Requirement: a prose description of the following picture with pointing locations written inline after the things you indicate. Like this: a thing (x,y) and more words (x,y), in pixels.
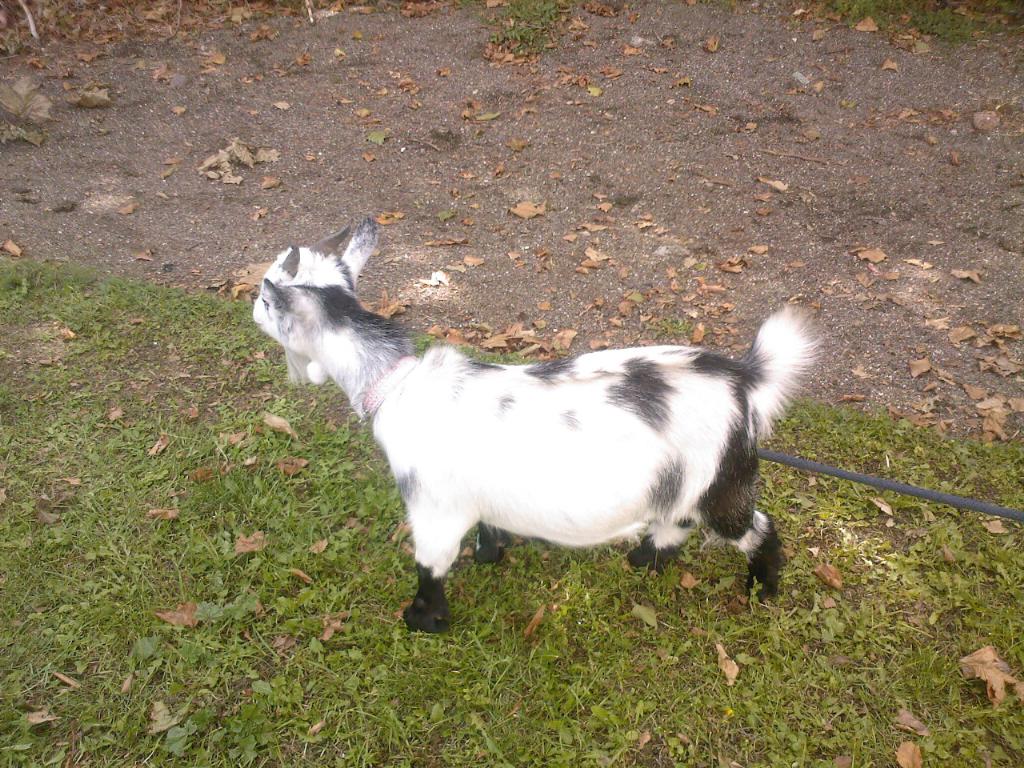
In this image we can see a goat (515,367) which is tied with a rope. At the bottom (309,545) we can see the grass (752,610). At the top (394,84) we have few dry leaves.
